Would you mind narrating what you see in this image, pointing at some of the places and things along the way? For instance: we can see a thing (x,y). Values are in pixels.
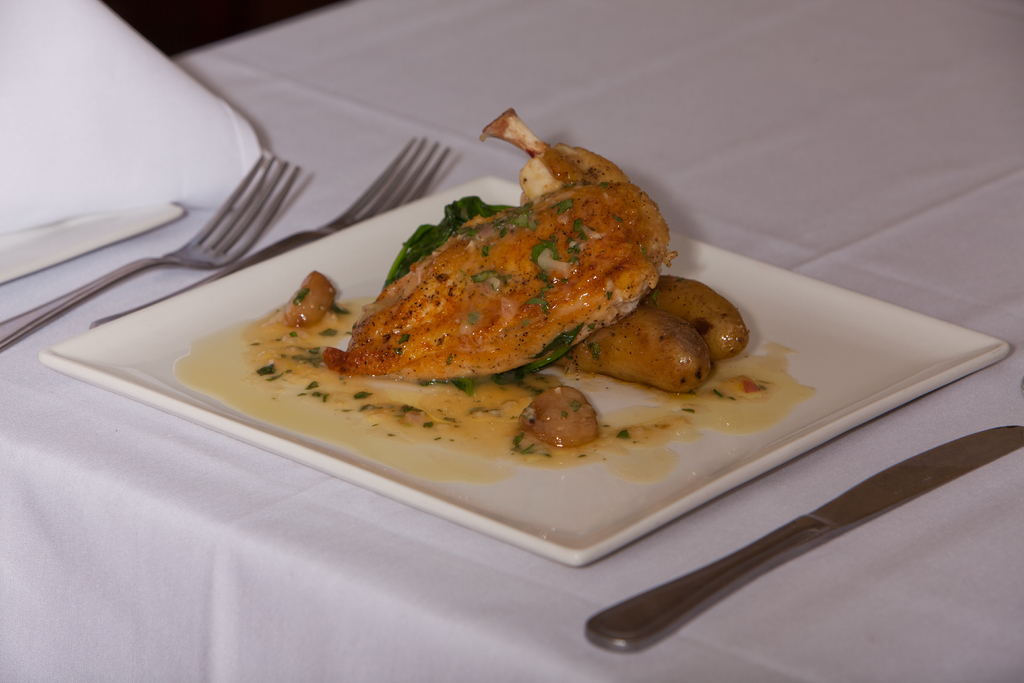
In this image at the bottom (501,615) there is a table (116,307), on the table (105,304) there is one plate (393,229). In the plate (778,338) there is some food (567,337) and beside it forks (195,267), butter knife (969,458) and in the background (121,135) there is some object (150,122).
